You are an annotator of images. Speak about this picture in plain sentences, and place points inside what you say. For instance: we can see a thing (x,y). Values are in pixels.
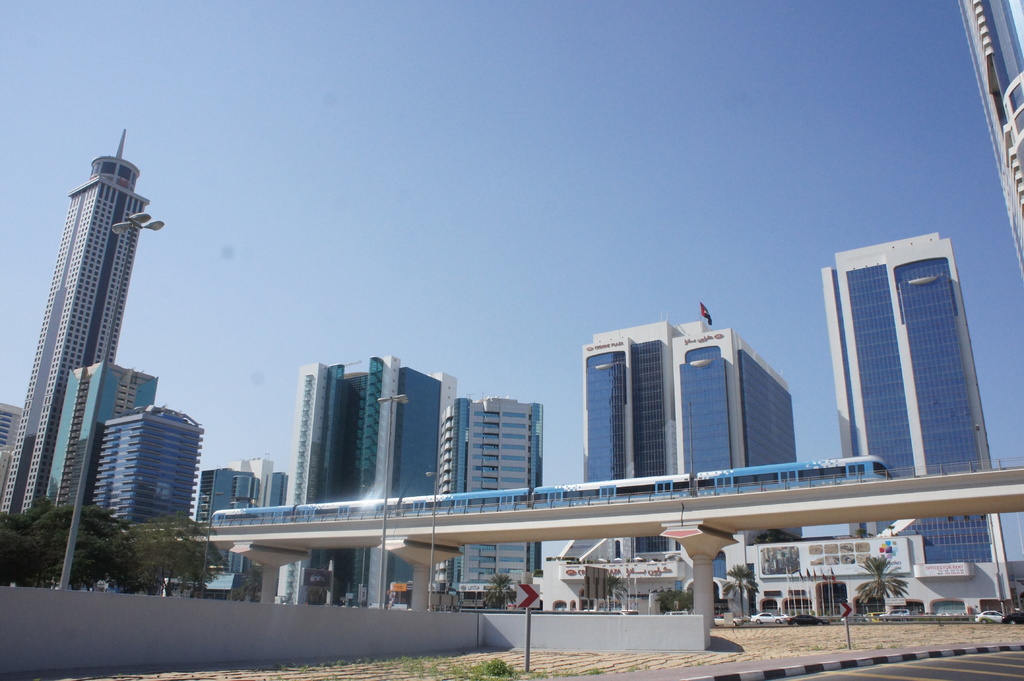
In this image we can see the train (508,497) is on the bridge (728,497), trees (141,563), walls (141,631), light poles (404,402), flags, buildings (686,387), vehicles (716,623), boards (595,597) and blue sky (500,265).
